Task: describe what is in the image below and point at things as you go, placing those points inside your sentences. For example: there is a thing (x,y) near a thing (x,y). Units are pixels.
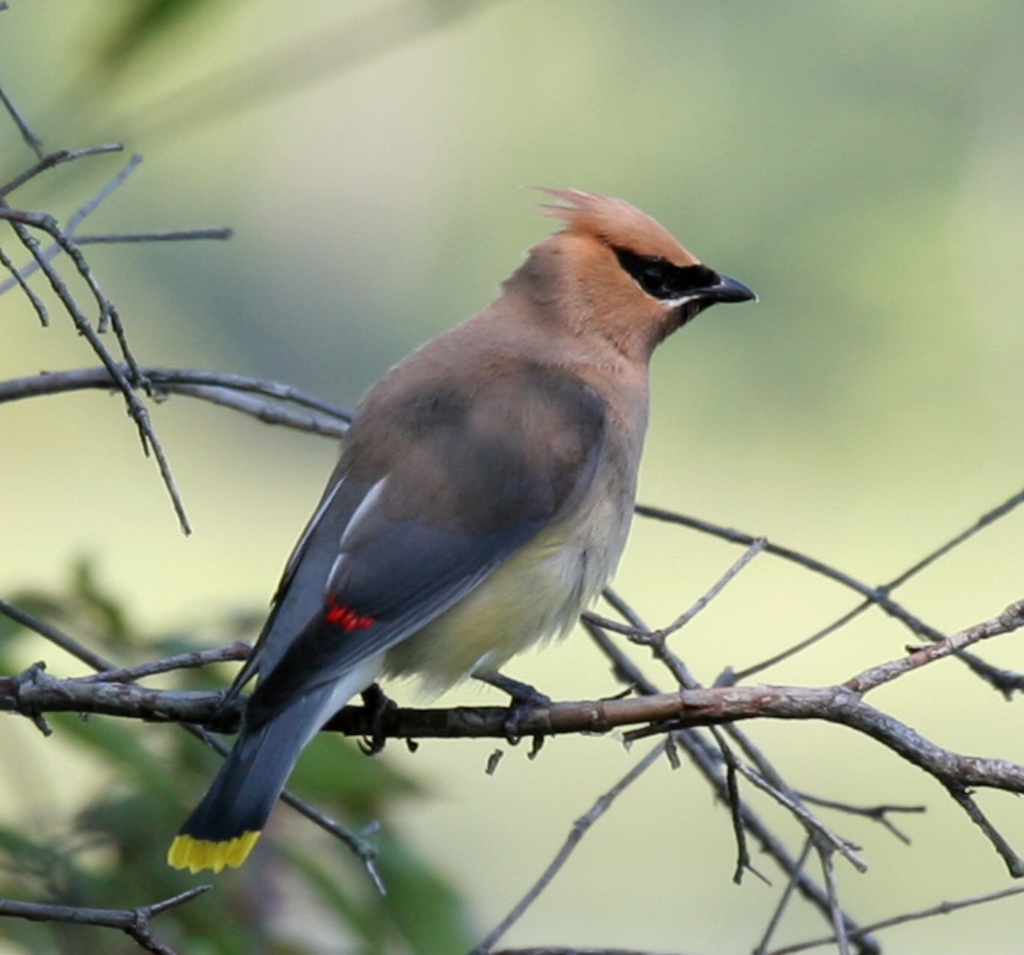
In the picture there is a bird (585,553) sitting on the stem (1006,624).
